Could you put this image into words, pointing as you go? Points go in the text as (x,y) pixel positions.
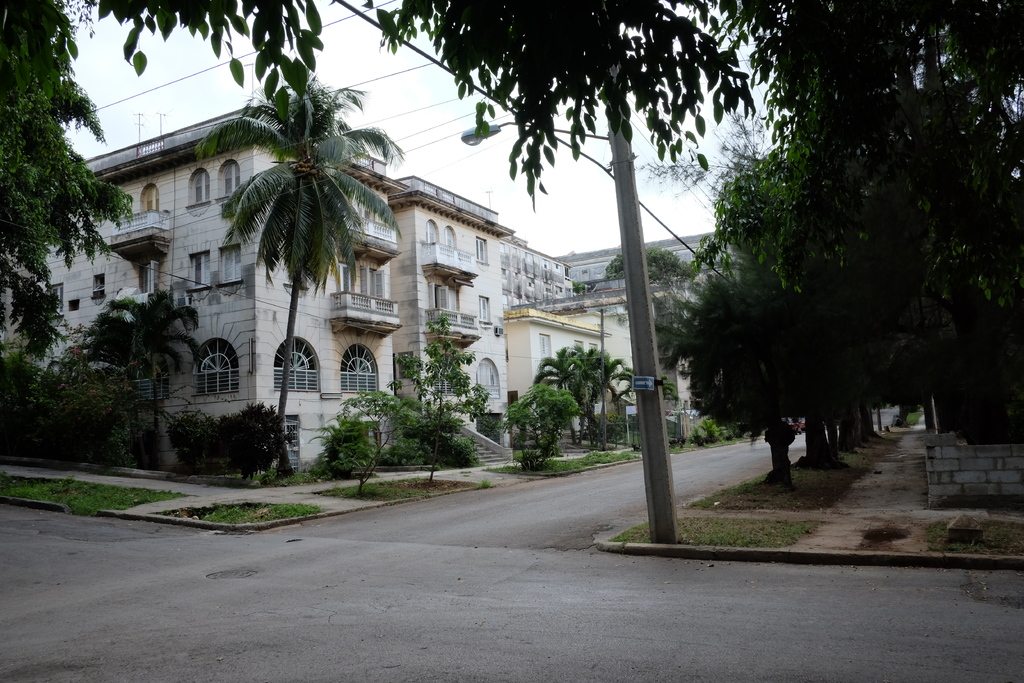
These are the buildings (354,340) with windows (343,278). I can see the trees (750,214) and small bushes (262,464). This looks like a current pole (626,253). I can see the street light (476,139). This is the road (602,473).
